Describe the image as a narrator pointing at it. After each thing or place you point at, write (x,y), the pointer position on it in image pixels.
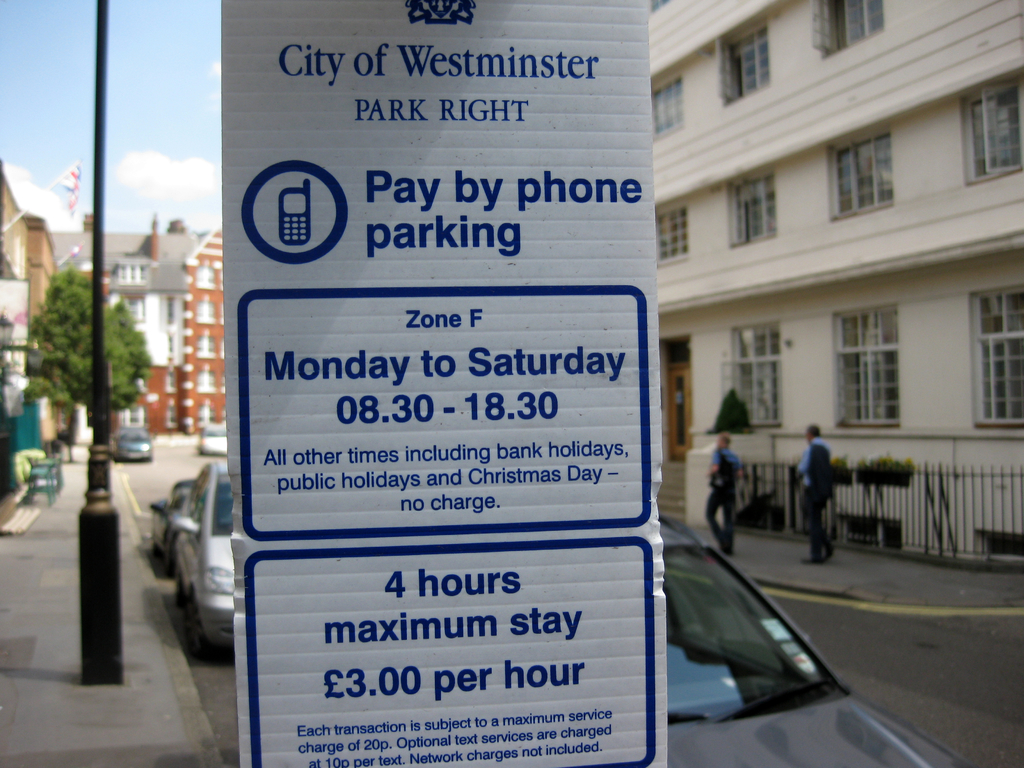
In this image we can see one flag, some building (768,364), one footpath (187,689), some chairs (41,474), two people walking on the footpath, some cars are on the road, one pole (98,624), one white board (429,744) with text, some different objects (785,474) are on the surface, some trees (61,389), plants (889,462) and at the top (161,221) there is the sky (13,60).
